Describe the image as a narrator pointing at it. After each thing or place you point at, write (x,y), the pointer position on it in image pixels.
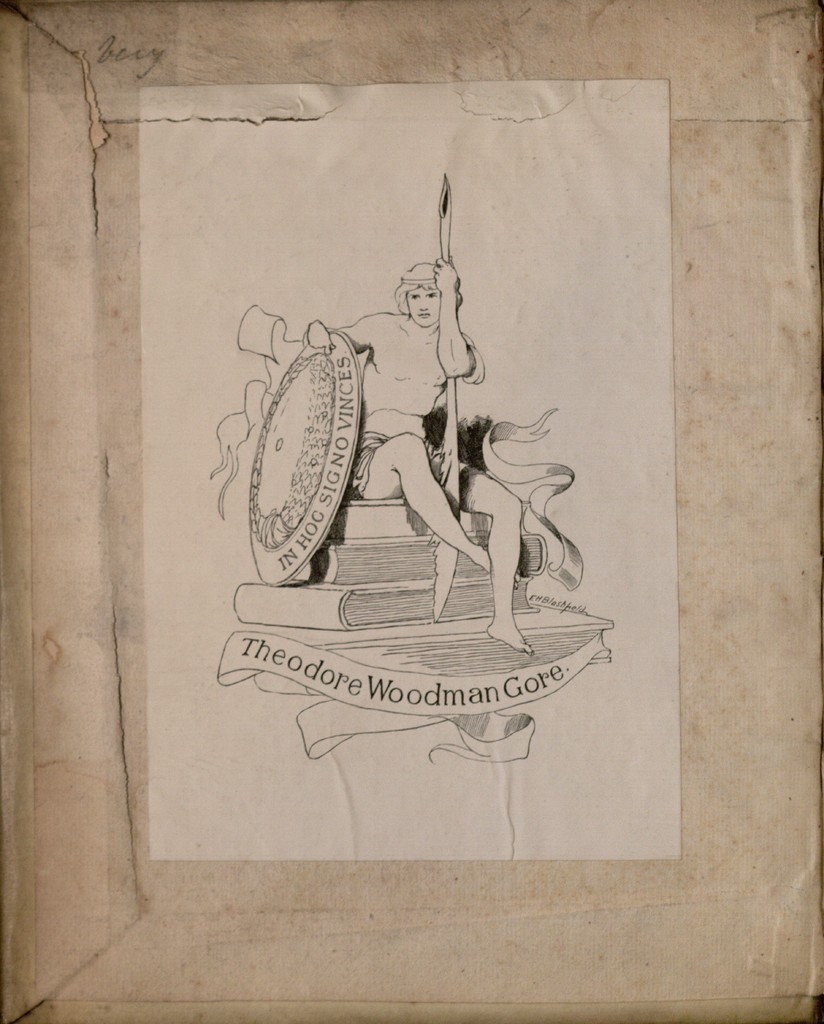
In this image we can see a paper (547,546) pasted on the book cover (694,649).
